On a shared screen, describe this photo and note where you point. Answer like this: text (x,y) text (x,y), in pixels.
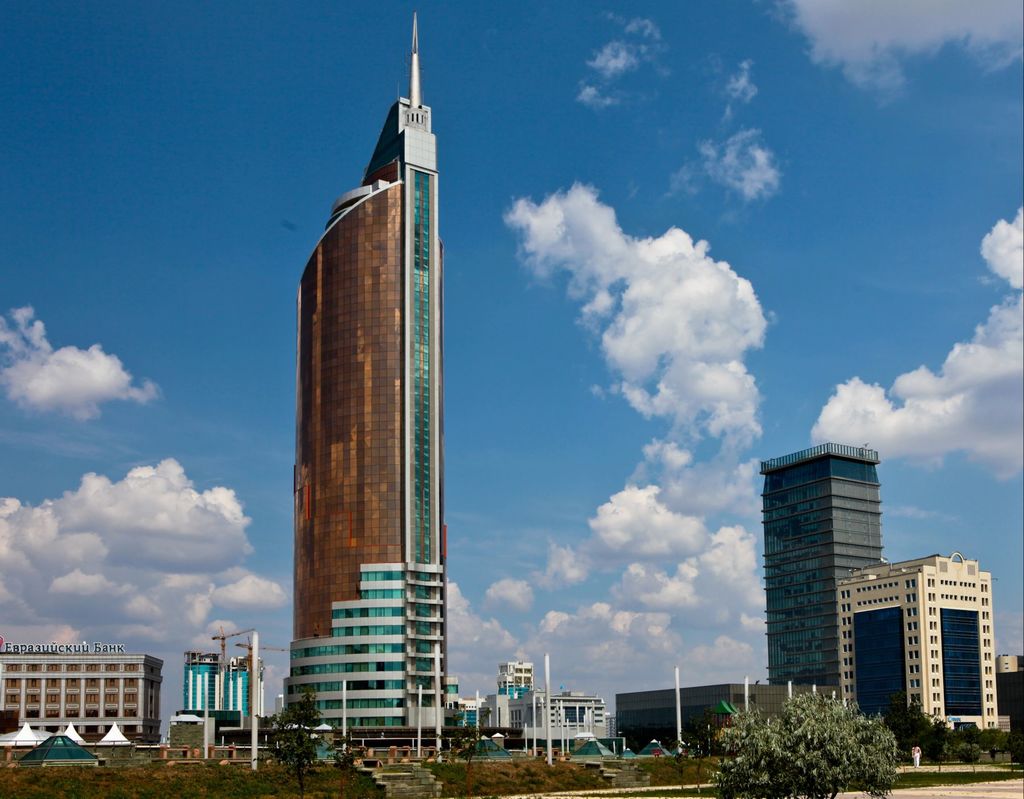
Completely an outdoor picture. Far there are number of buildings (396,683) with windows (943,636). Sky (827,184) is cloudy and it is in white and blue color. Far there are number of plants (782,773). Trees (827,742) are in green colors. White poles (255,754). Grass (917,783) in green color.
